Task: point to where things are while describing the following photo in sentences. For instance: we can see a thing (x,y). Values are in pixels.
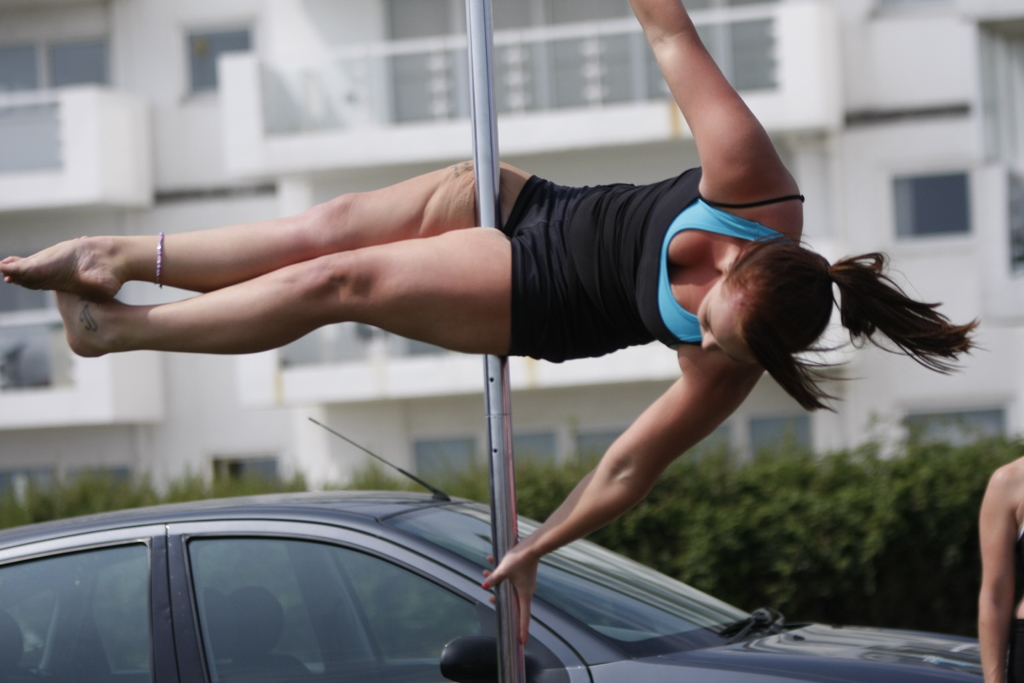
This is an outside view. In the middle of the image (450,278) there is a woman (665,280) performing pole gymnastics. On the right side (1003,550) there is a person (991,637) standing. At the bottom (247,613) there is a car (381,625). In the background (913,547) I can see some plants (921,530) and a building (882,210).
